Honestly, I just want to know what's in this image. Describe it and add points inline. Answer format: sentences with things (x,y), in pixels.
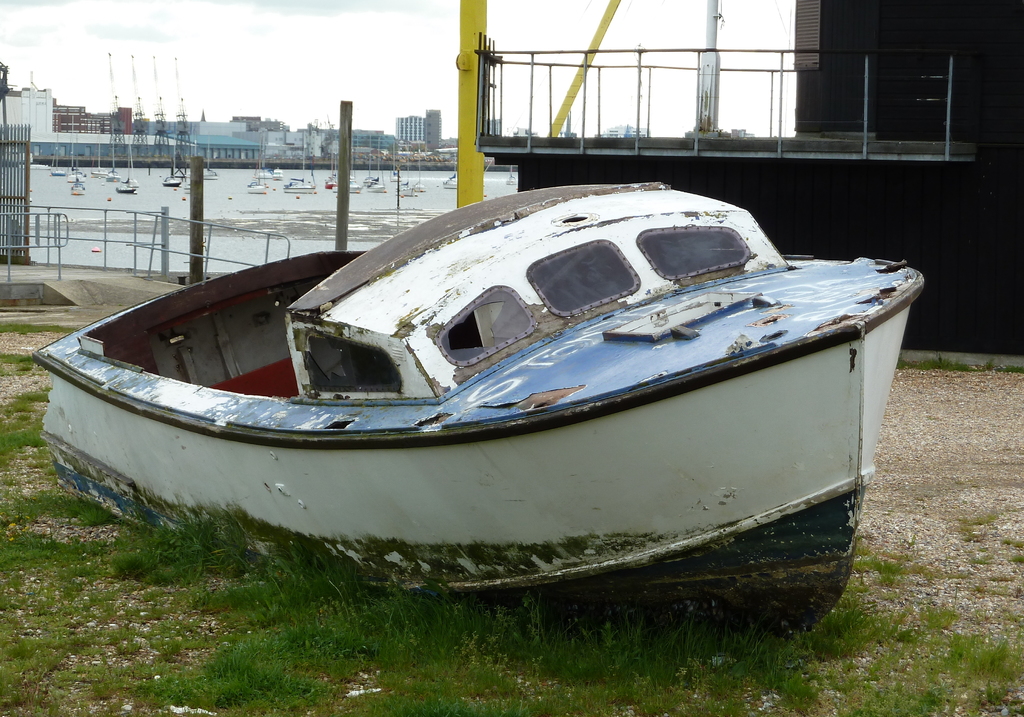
In this image we can see a lake (223,184). There is a grassy land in the image. There are many water crafts (251,189) in the image. There is a sky (340,35) in the image. There is a watercraft (587,388) placed on the ground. There is a sky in the image. There is a fencing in the image.
